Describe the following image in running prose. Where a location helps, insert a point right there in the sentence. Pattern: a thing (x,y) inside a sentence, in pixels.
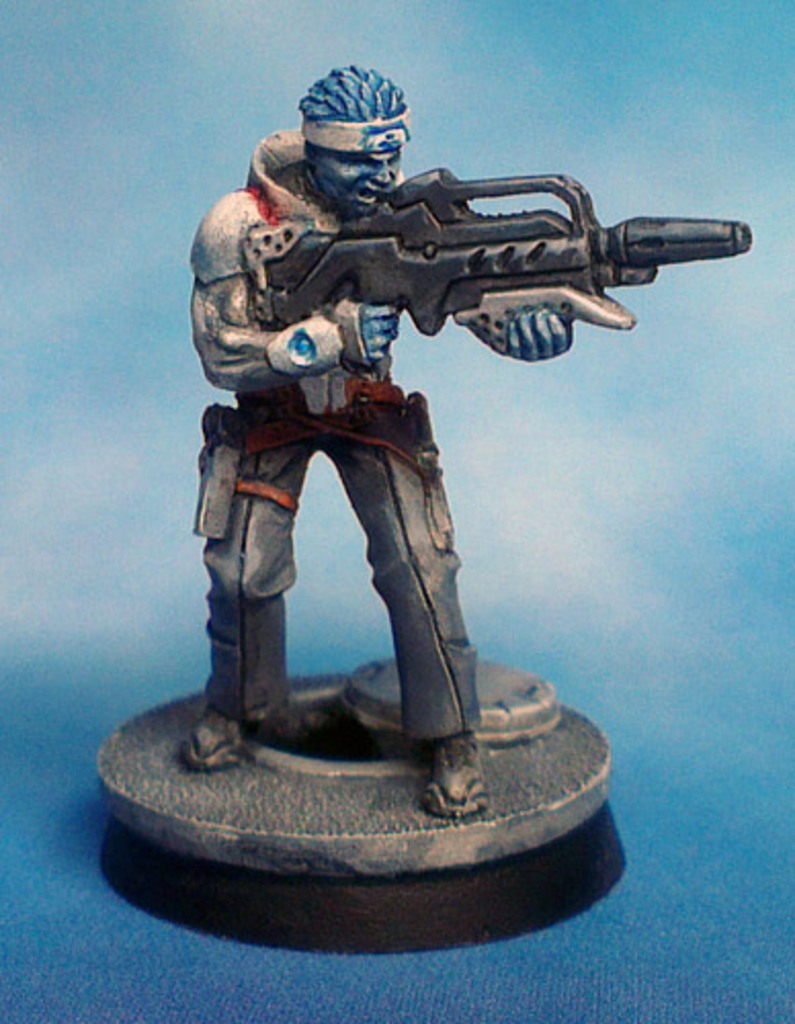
In this picture we can see a toy of a man (368,174) holding a gun (677,240) with his hands (389,322) and standing on a platform (336,742).
